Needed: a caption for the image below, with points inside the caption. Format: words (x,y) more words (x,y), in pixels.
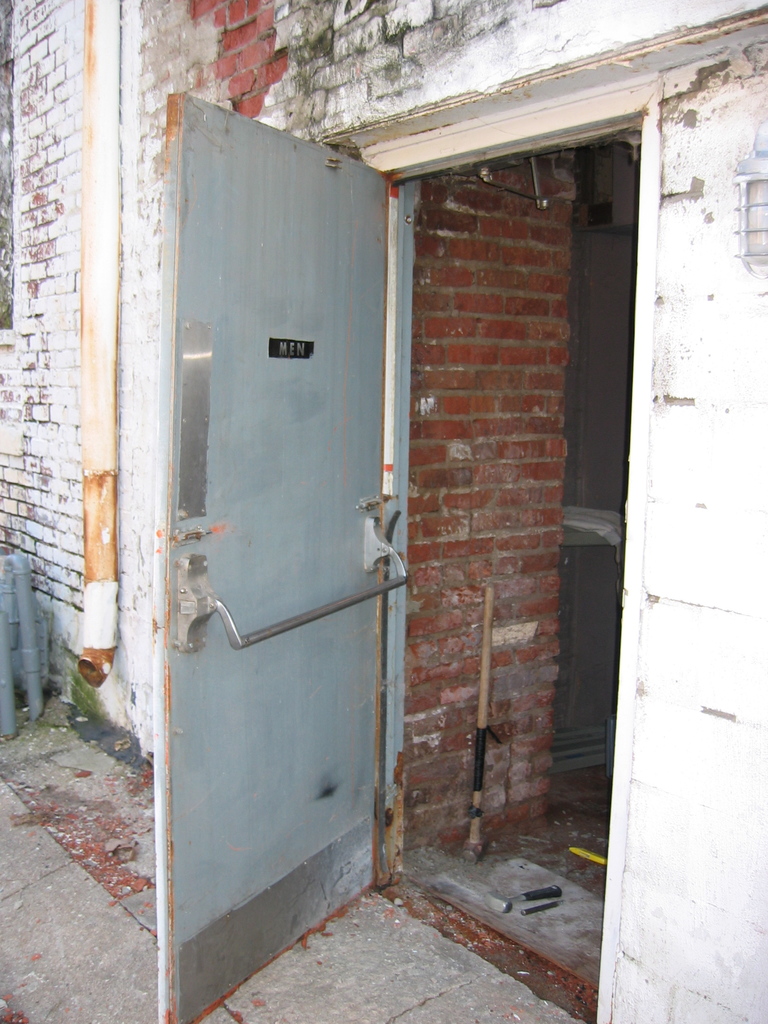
In this image we can see a door (238,746) and a wall (487,568) with bricks (482,584). we can also see a pipe (112,624), hammer (477,822) and a lamp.
